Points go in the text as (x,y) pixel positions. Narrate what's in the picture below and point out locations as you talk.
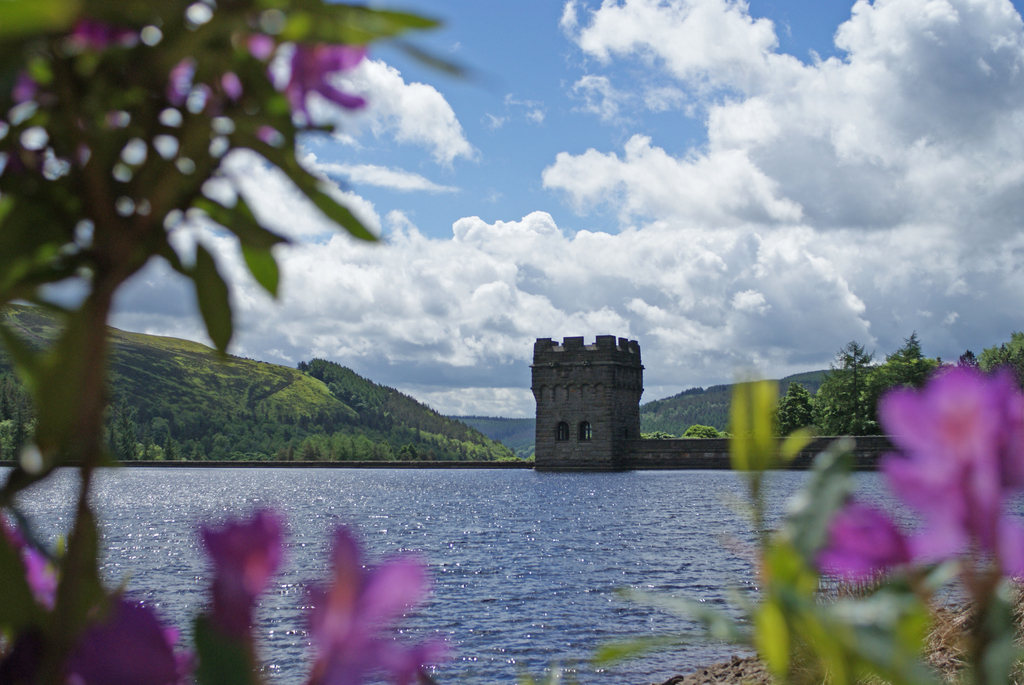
In this image there is the water (501,509). In the foreground (927,484) there flowers (856,563) and leaves (154,127). In the background (294,384) there are mountains (776,396) and a building (595,422). At the top (607,132) there is the sky (654,203).
